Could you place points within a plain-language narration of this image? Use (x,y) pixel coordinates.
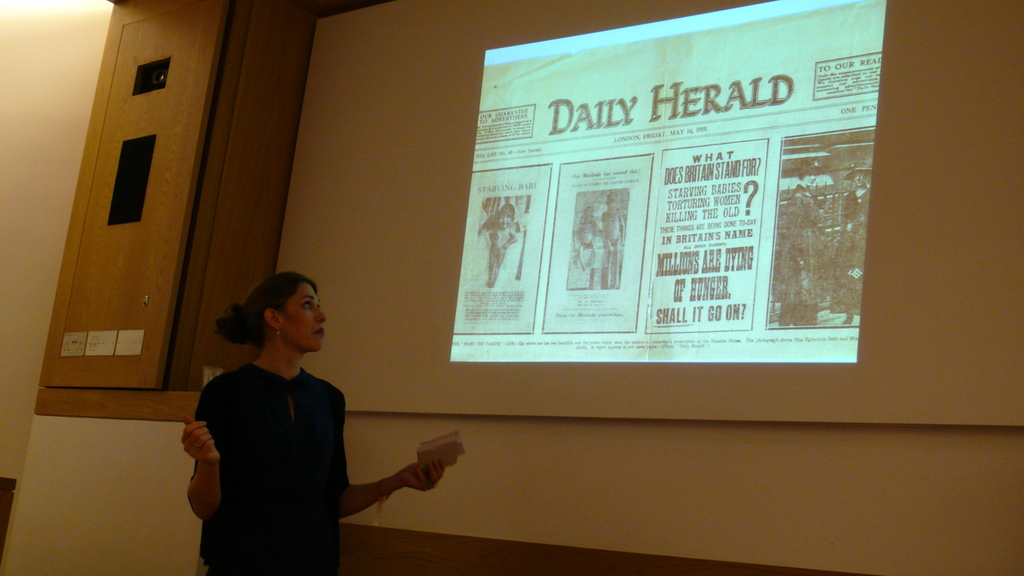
There is one woman (293,509) standing and holding an object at the bottom of this image (301,527). We can see a wall (23,237) in the background (437,251). There is a cupboard (158,266) on the left side of this image (127,273) and there is a projector screen (669,192) on the right side of this image (737,175).
